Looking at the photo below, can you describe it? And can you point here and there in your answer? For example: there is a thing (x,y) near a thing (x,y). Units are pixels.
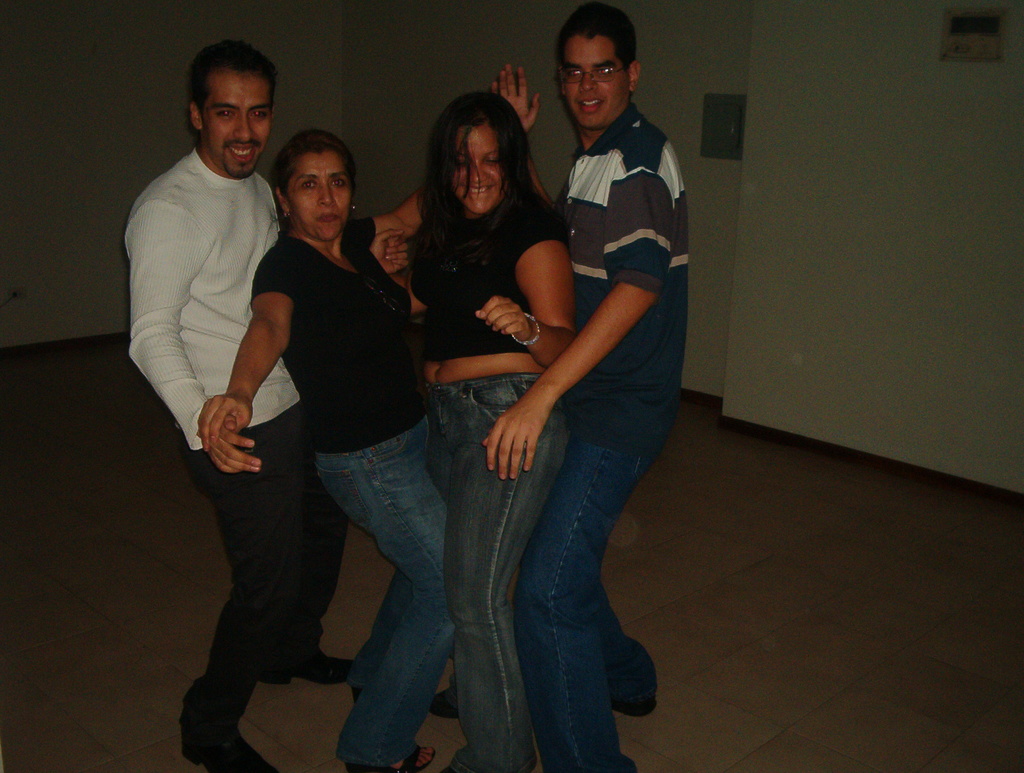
In this picture we can see people (574,633) standing on the floor (670,623) and in the background (1015,331) we can see a wall (834,387) and some objects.
